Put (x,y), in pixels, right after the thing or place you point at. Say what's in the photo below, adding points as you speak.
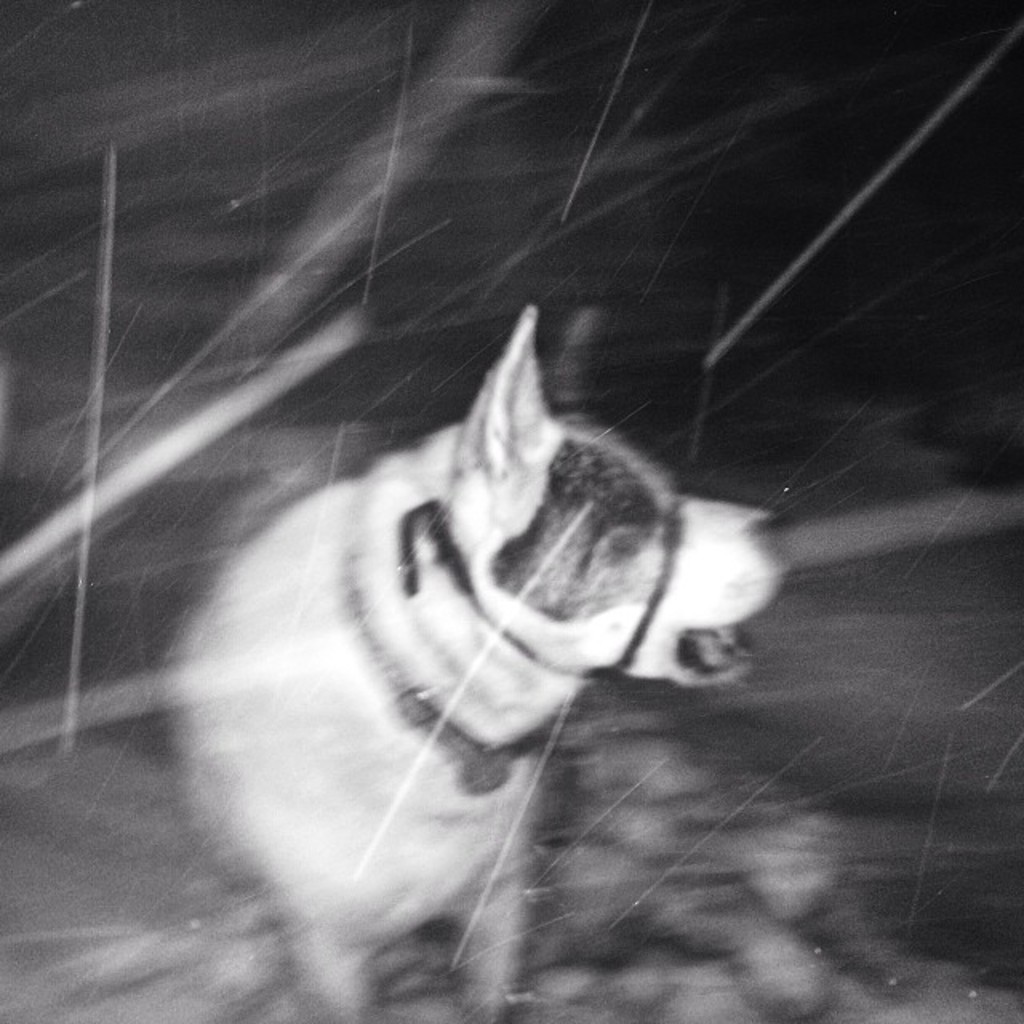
This is a black and white picture. I can see a dog (491,528) standing, and there is blur background (813,107).
